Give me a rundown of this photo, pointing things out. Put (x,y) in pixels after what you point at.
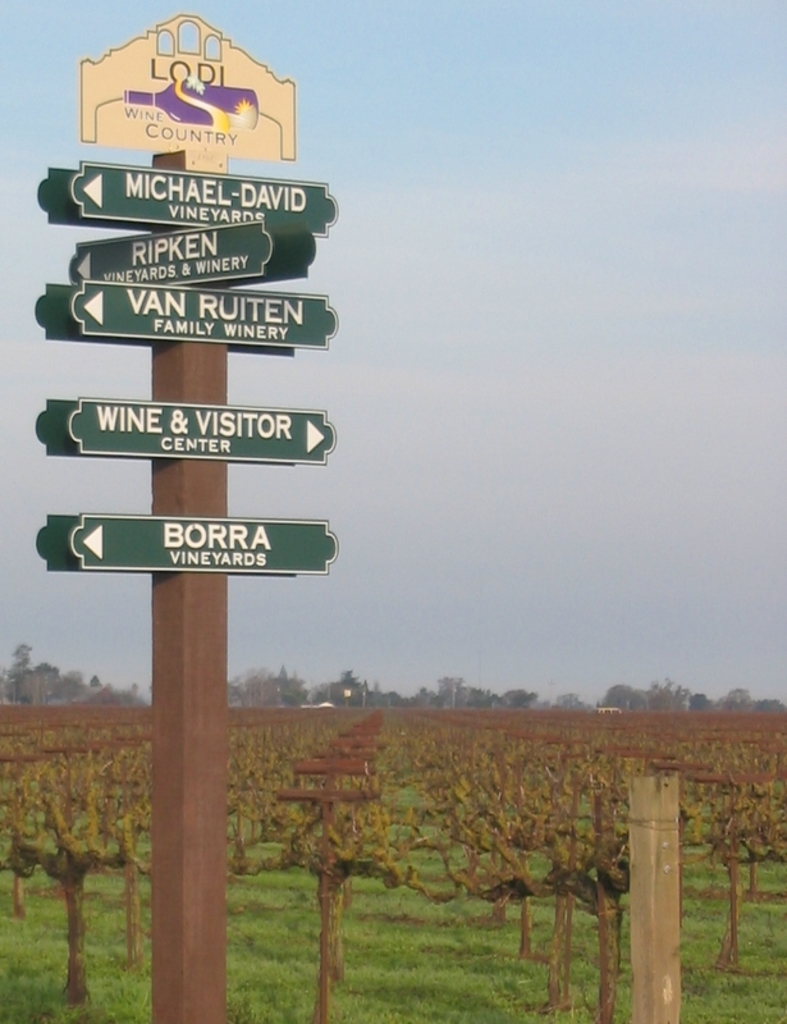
In the picture we can see a wooden pole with some vineyard place indications (76,555) on it and behind the pole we can see a grass surface (357,969) with a vineyard (330,829) and far away from it we can see trees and sky (410,600).
